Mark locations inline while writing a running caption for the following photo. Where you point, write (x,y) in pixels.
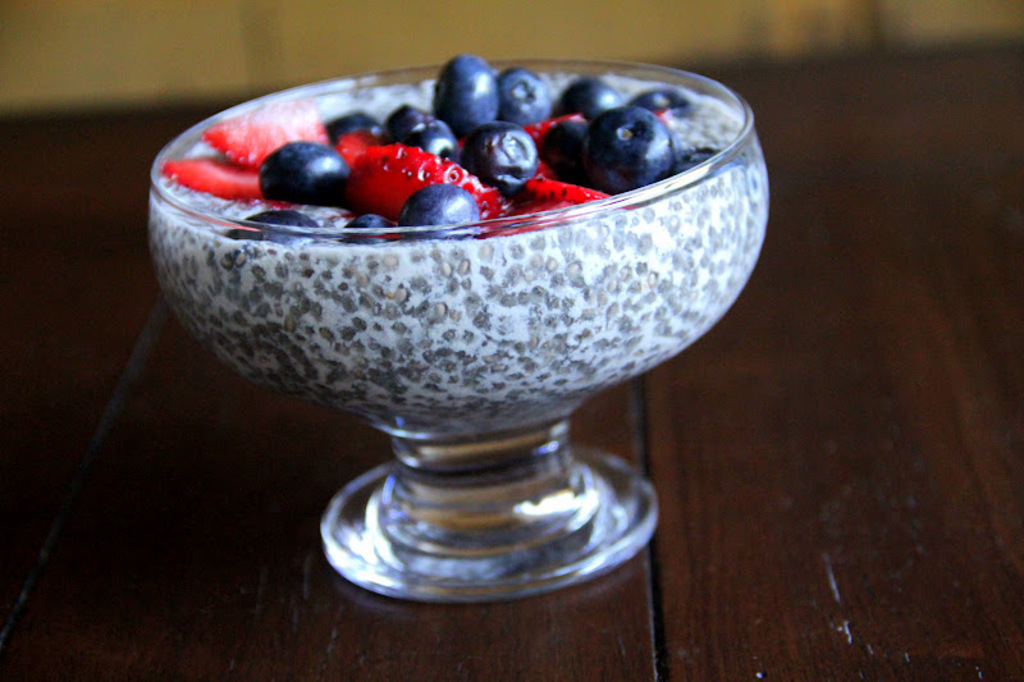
In this image there are some fruits (435,198) are kept in a bowl (458,392) as we can see in middle of this image (497,310), and this bowl (380,285) is kept on one wooden object (805,424).
